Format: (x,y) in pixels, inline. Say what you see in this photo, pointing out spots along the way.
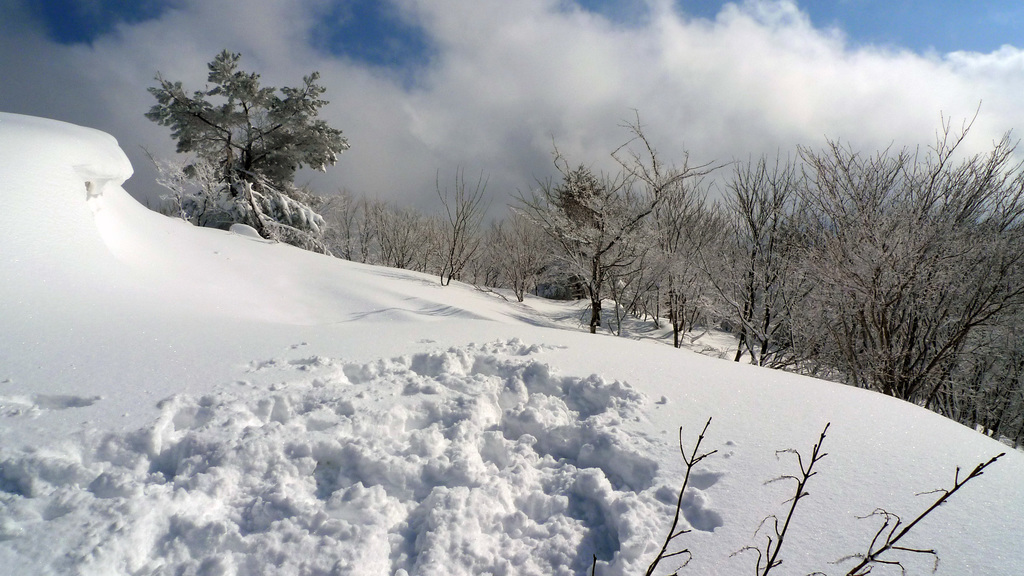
In this image at the bottom (451,461) there is snow (775,428) and in the background (776,263) there are some trees (950,259), at the top of the image (567,110) there is sky (567,110).
